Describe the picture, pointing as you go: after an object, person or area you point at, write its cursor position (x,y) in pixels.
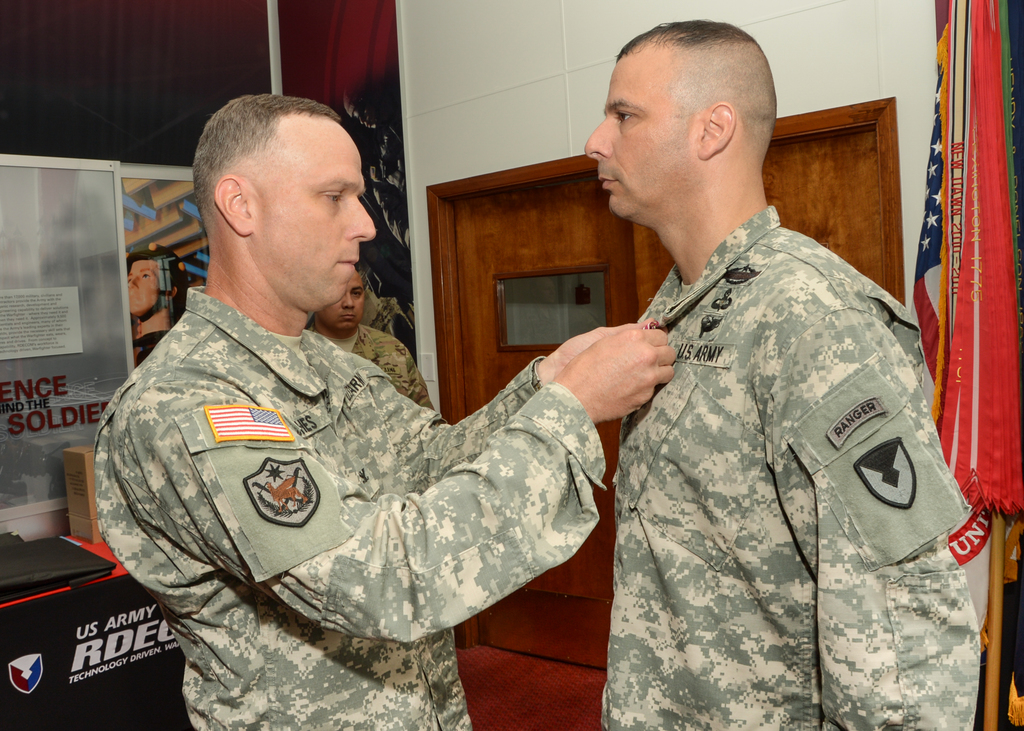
In this image I can see three persons (385,492) standing wearing uniform (342,372) which is in green color. Background (151,204) I can see few papers (144,192) attached to the wall (88,167), a wooden door (540,210), flag (935,268) in blue, white and red color and the wall (583,60) is in white color.
